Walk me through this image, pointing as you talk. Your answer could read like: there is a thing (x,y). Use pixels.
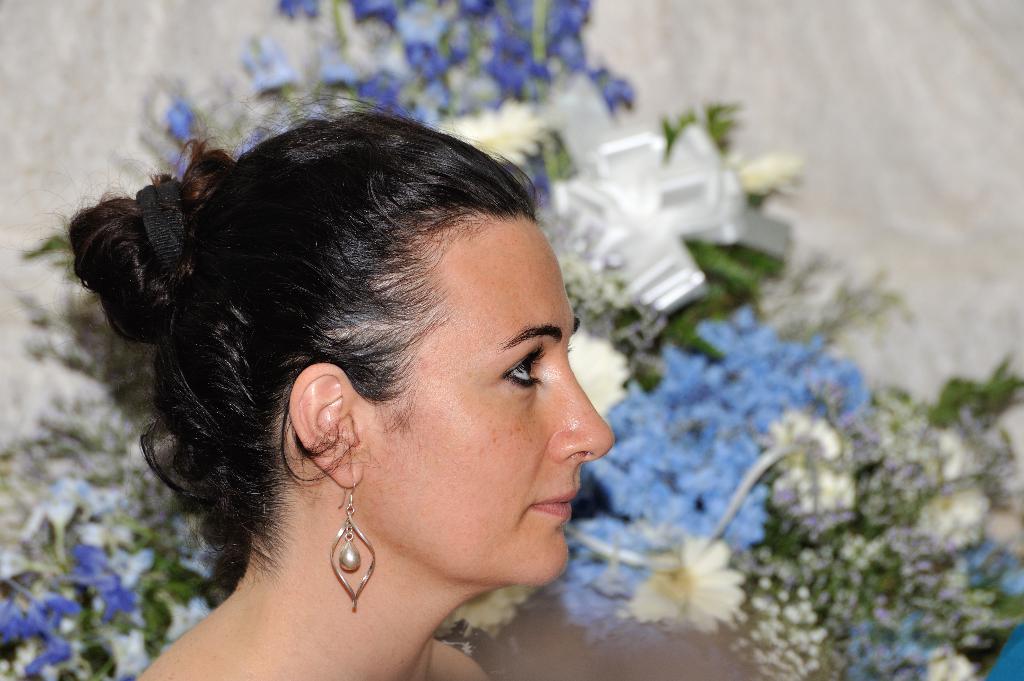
In this picture we can see a woman's face (385,507) here, there are some flowers (745,404) and leaves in the background (792,471), we can see an earring (355,560) here, there is cloth (1022,306) here.
